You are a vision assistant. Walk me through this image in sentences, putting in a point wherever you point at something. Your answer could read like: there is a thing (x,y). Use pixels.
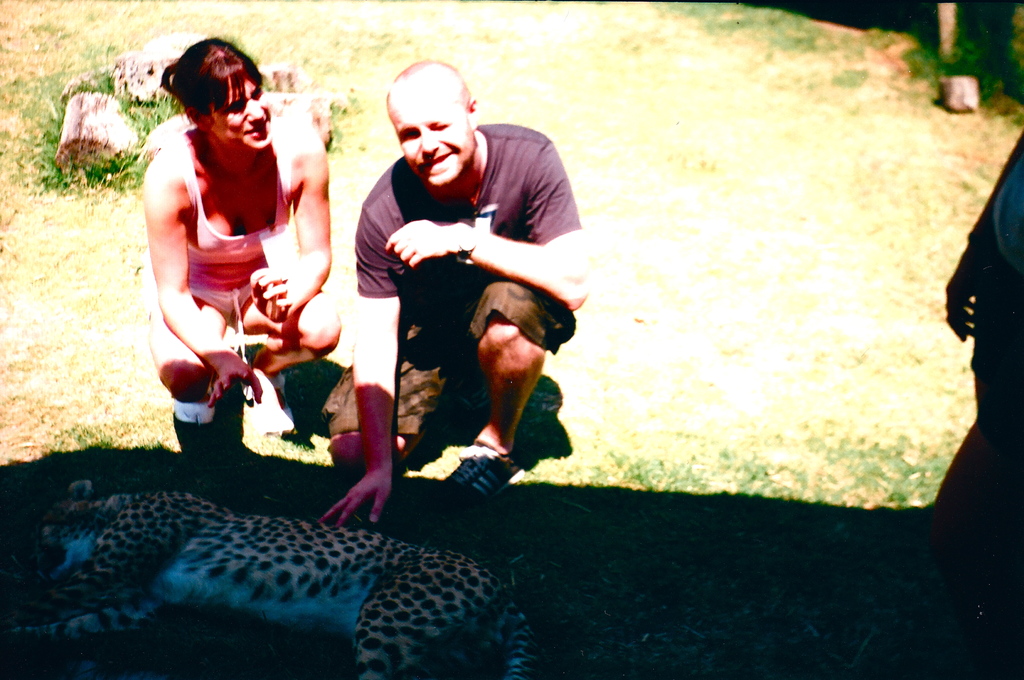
In the center of the image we can see one animal (107,527). And we can see two people (284,333) are smiling, which we can see on their faces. On the right side of the image (1012,186), we can see one person (1015,234) is standing. In the background (688,16) we can see stones (140,69), grass (359,16) etc.
